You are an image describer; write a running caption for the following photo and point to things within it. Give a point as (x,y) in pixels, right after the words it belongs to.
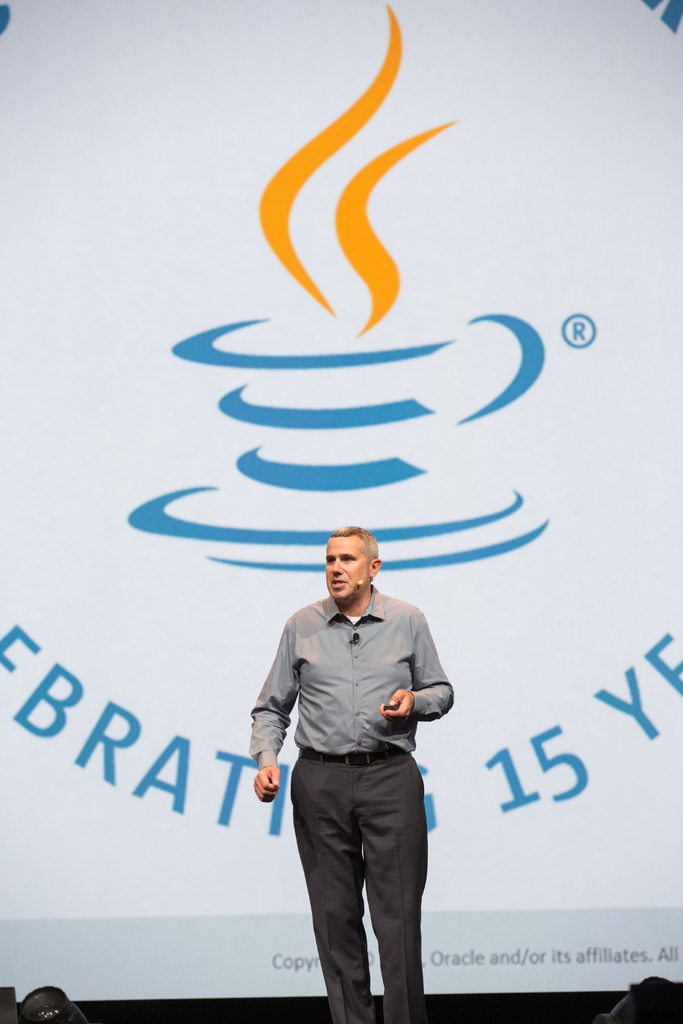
In the picture we can see a man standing in shirt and trouser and talking something and behind him we can see a banner (83,570) with a cup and saucer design on it with some smokes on it.
